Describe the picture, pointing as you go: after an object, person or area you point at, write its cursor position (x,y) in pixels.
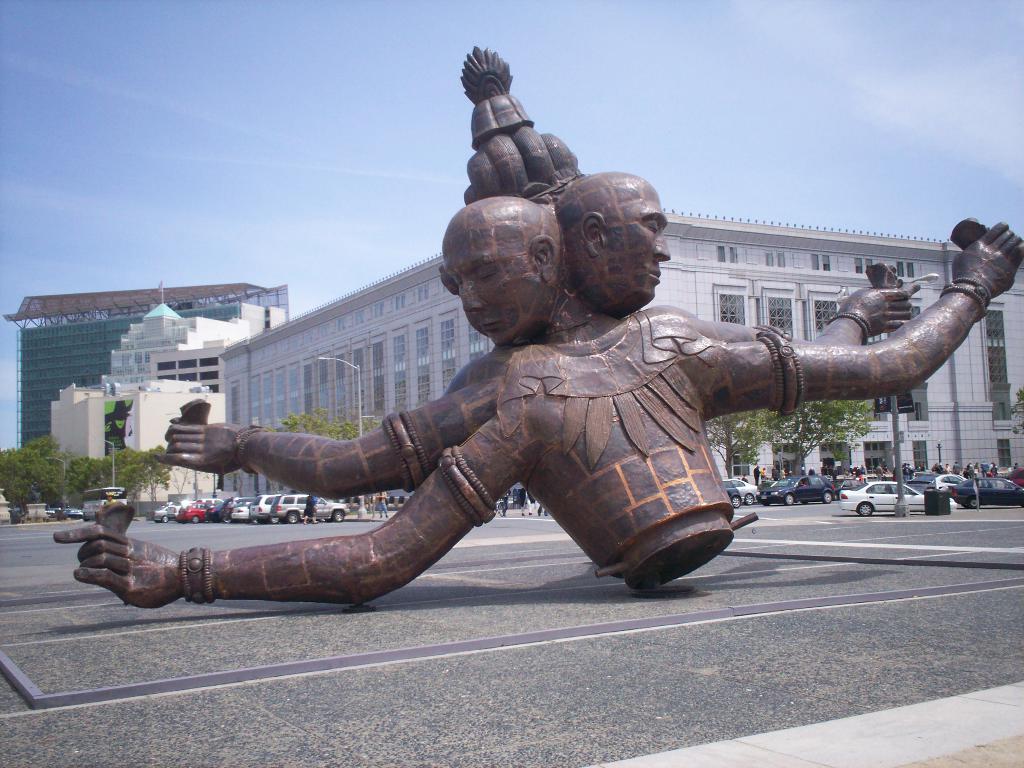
In this image we can see the sculpture (646,434), trees (16,460), buildings (105,394), light poles (105,441) and also the vehicles (188,521). We can also see the road (982,513) and also the sky (517,86).
